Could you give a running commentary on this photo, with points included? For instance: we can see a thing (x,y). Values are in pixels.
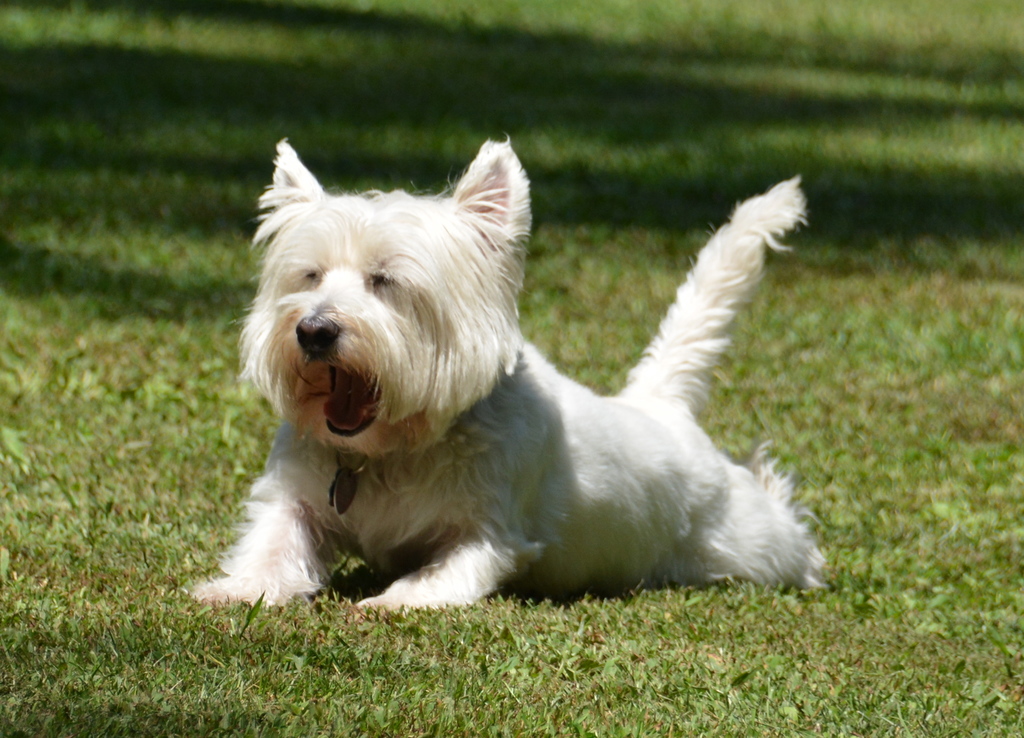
In this picture there is a dog (561,453) which is in white color is on a greenery ground (555,615).
